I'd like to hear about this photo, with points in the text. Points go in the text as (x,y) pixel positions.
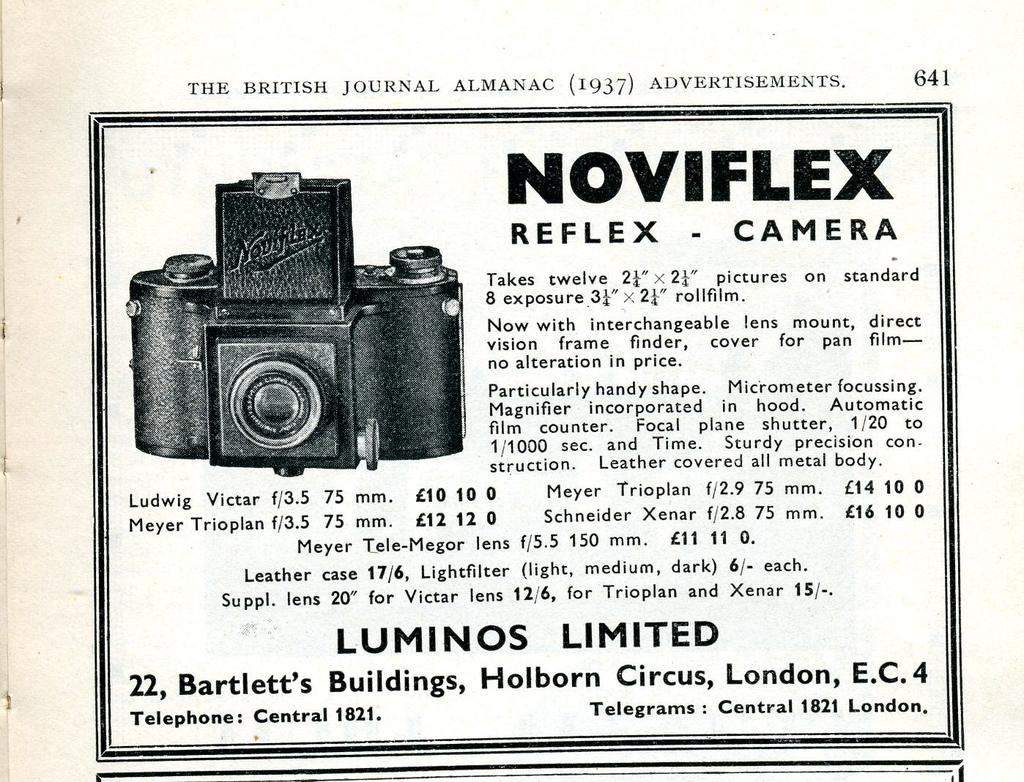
In this image we can see a black and white picture (336,394) of a camera (322,397) on a paper (242,506). We can also see some text (589,592) beside it.
